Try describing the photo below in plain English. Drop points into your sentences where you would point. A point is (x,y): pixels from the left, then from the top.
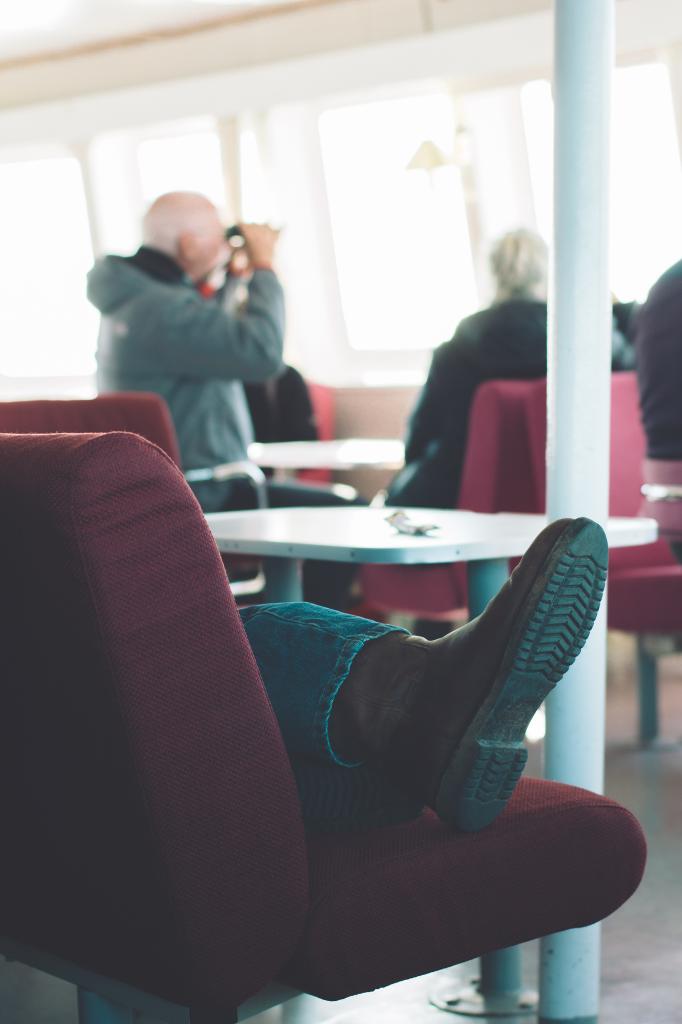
In this image I see the red chairs (33,415) and I see few tables (350,507) and I see few persons (469,398) and I see a person's leg (272,655) over here and I see the shoe (517,705) and I see a white pole (569,79) over here and I see the floor (655,947) and it is white in the background (308,253).
